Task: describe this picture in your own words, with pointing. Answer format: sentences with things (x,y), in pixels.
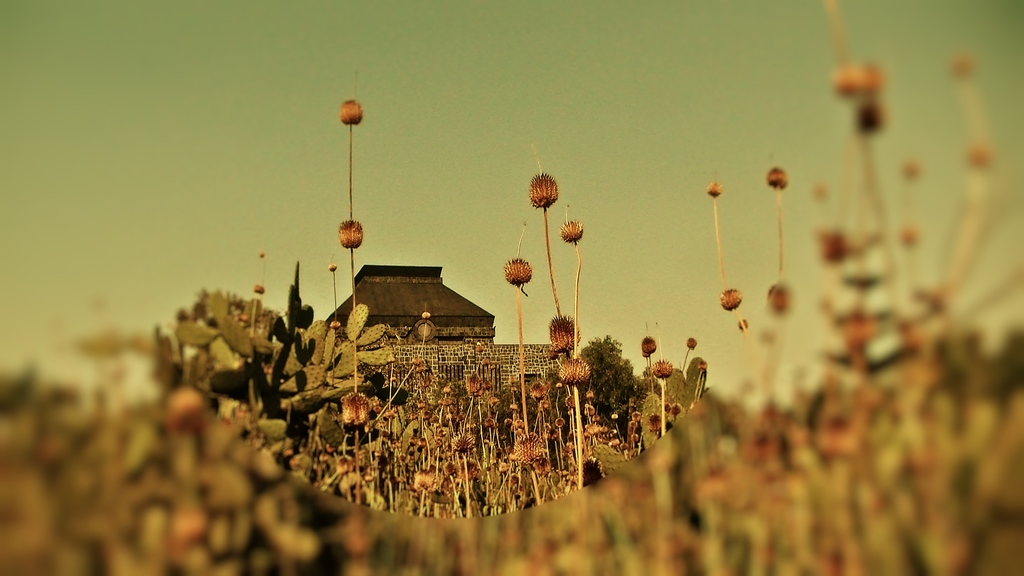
In this image we can see some flowers (572,334), plants (479,420), trees (623,367), house (433,314) and the sky (573,193).
